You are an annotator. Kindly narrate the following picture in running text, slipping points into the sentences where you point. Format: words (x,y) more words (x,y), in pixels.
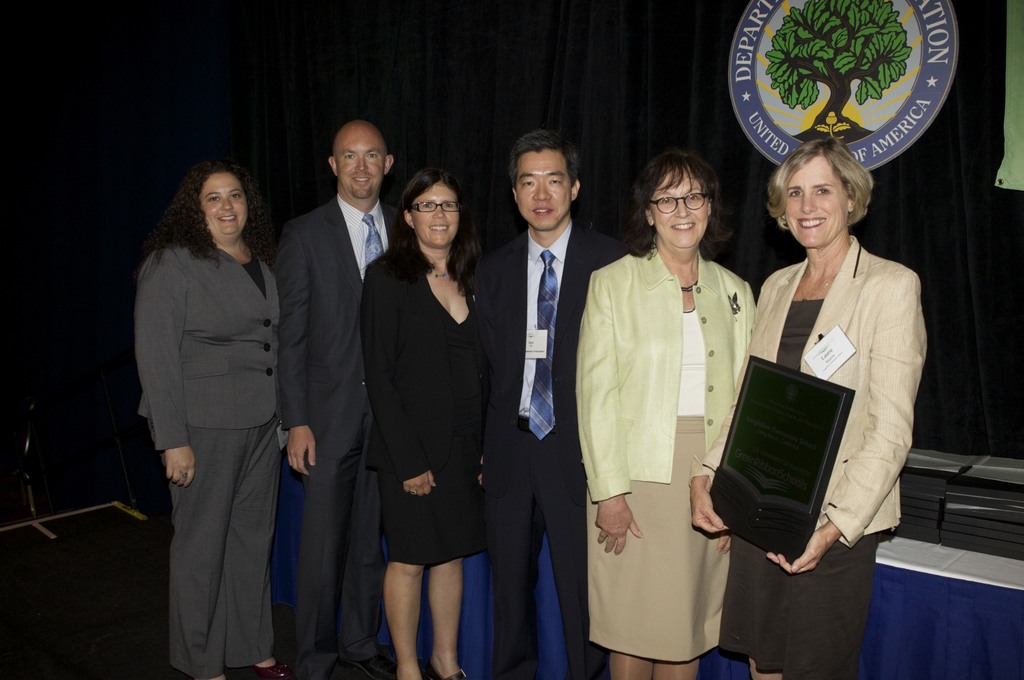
In this image I can see few women (476,323) and men (343,277) are standing, smiling and giving pose for the picture. The woman (814,366) who is standing on the right side (853,508) is holding black color file (763,473) in the hands (813,564). At the back of these people (503,540) I can see a table (914,552) which is covered with blue color cloth (933,615). On the table (947,556) I can see few boxes (952,493). In the background (477,75), I can see a black color curtain (425,92).
